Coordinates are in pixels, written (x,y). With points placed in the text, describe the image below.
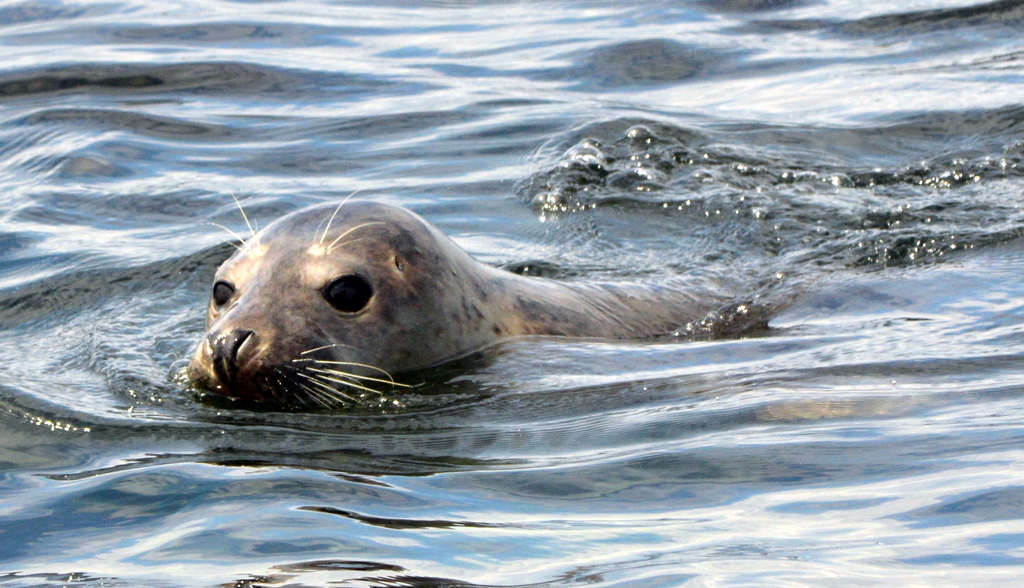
In this image I can see a seal (272,297) in the water (422,461).
